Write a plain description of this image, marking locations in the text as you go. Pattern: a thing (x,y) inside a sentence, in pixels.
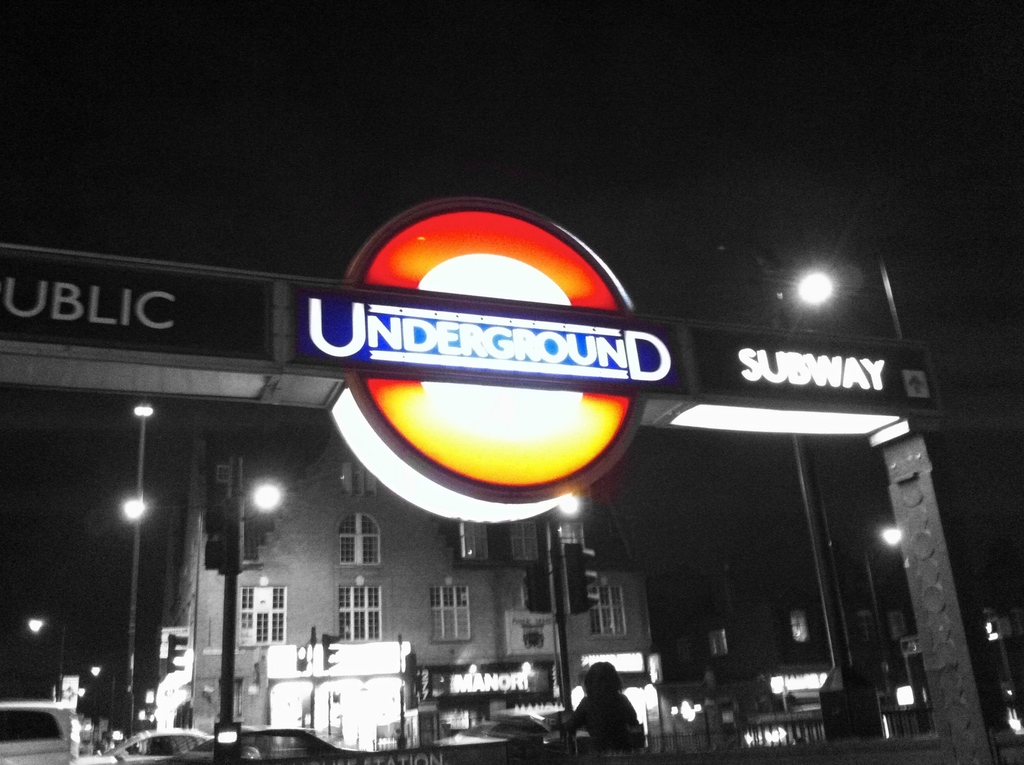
There is a name board (376,361) with lights (838,415) and pillar (929,567). There are many vehicles (532,716). In the background (306,531) there are lights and a building (345,576) with windows (485,556). In the background (566,186) it is dark. Also there are light poles (836,615).
